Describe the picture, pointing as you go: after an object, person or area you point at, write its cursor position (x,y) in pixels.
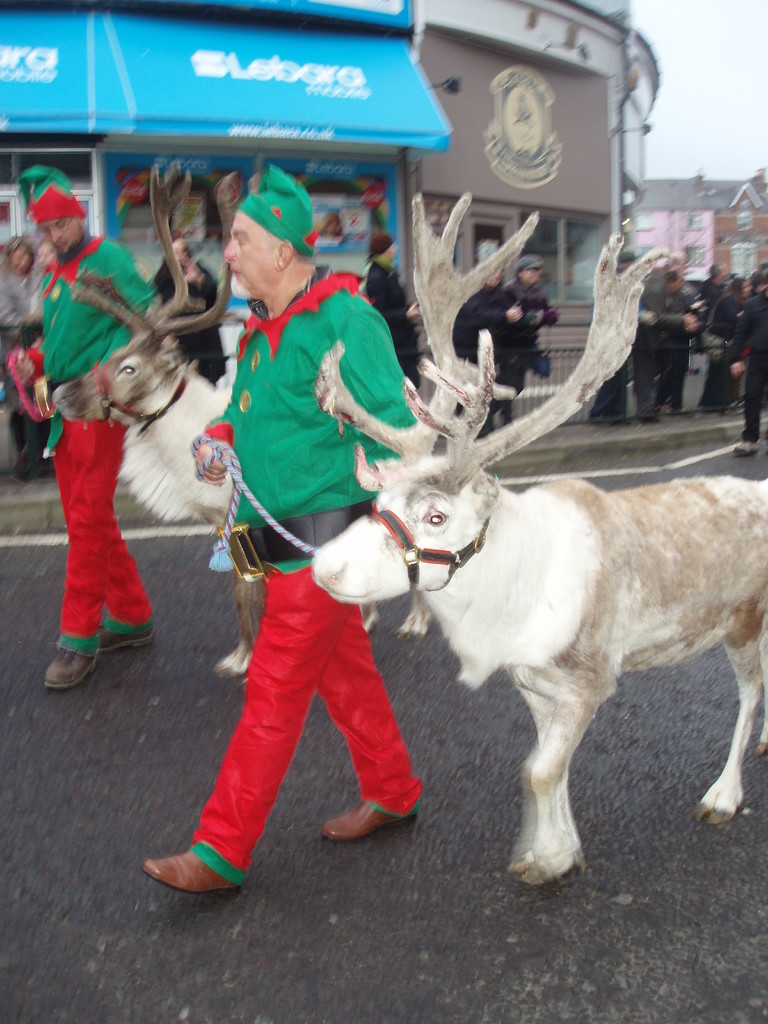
In this image we can see two persons (281,497) holding two Deers (428,445) with their hand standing on the road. One person (296,343) is wearing a green shirt (307,471) and red pant (284,730) with green cap (276,204). In the background (532,294) we can see group of people (534,306) standing on the path (672,435), a iron railing (530,382), group of buildings (591,220) and the sky (700,117).
